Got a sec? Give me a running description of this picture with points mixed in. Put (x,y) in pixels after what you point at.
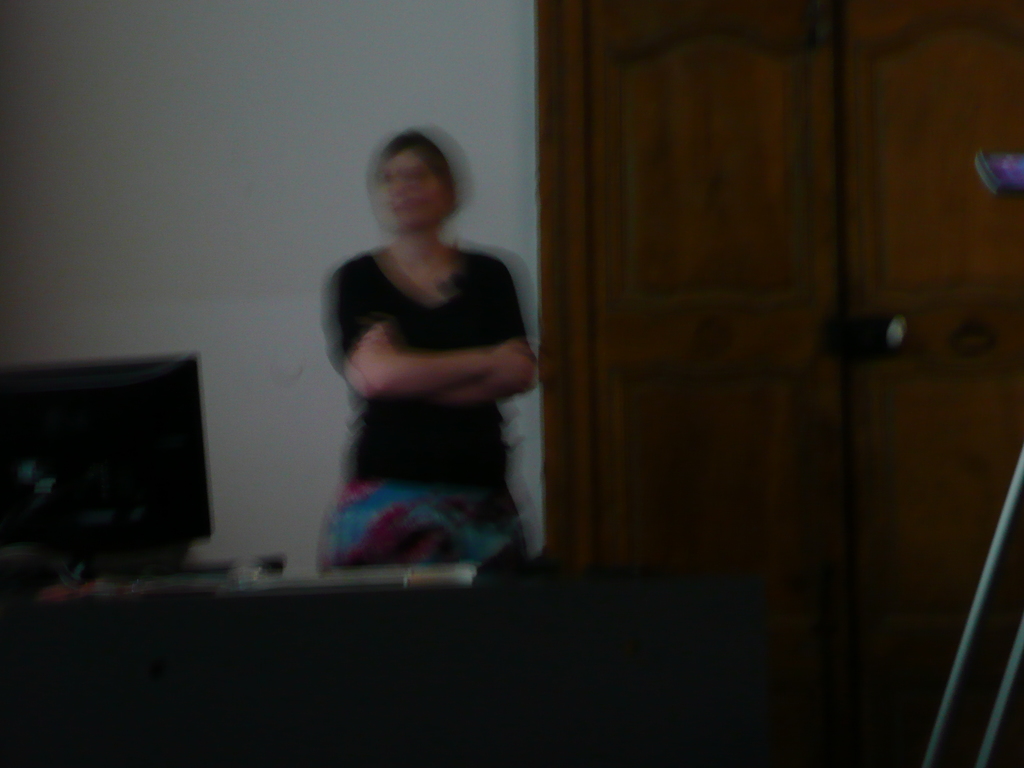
In this picture, we see a woman (510,381) in the black T-shirt (456,322) is standing. In front of her, we see a table (242,592) on which a monitor (186,469) and some other objects (345,575) are placed. In the right bottom (1000,712), we see a stand (989,727). On the right side (1002,180), we see an object (1008,166) in grey and violet color. Behind that, we see a brown door (700,313). In the background (266,209), we see a white wall (247,340). This picture is blurred.
